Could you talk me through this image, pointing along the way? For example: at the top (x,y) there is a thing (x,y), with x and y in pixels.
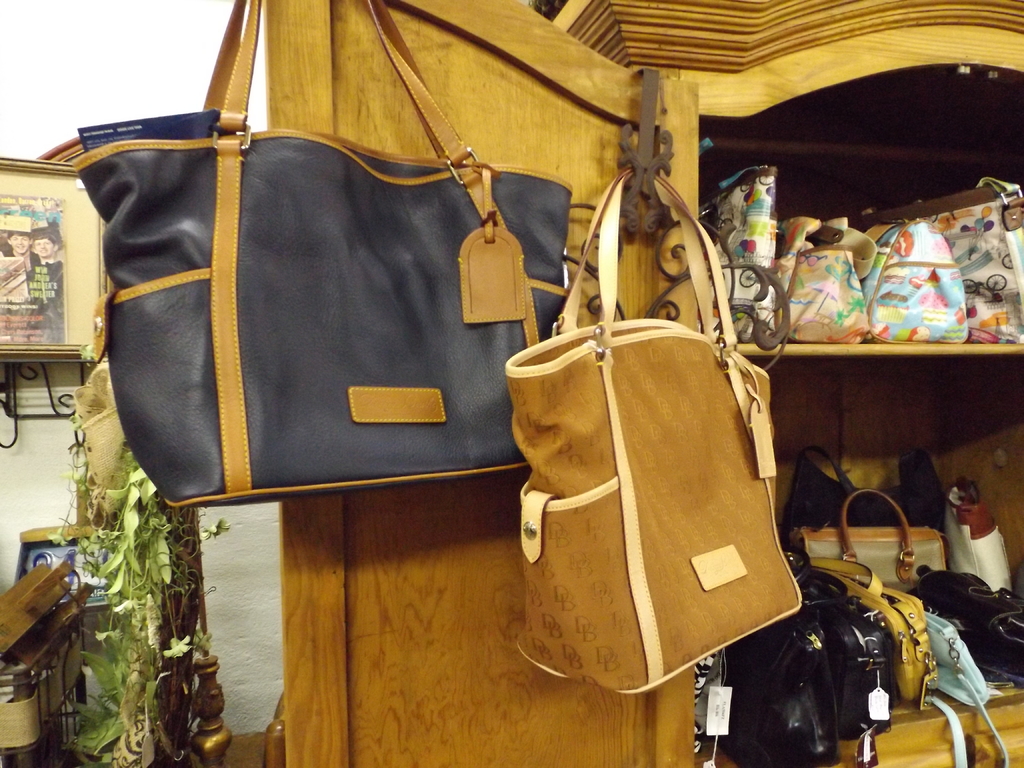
In this image there are two bags (599,359) hanging to a door (478,60), one is black and one is brown. Towards the right (914,280) there is a shelf (813,34), full of bags (914,553). In the upper shelf (892,188) there are colored bags (984,322), in the lower shelf (1007,703) there are bags (987,724) with black, brown and blue in colors. Towards the left (176,516) there is a plant (88,727) and a frame (84,298).
